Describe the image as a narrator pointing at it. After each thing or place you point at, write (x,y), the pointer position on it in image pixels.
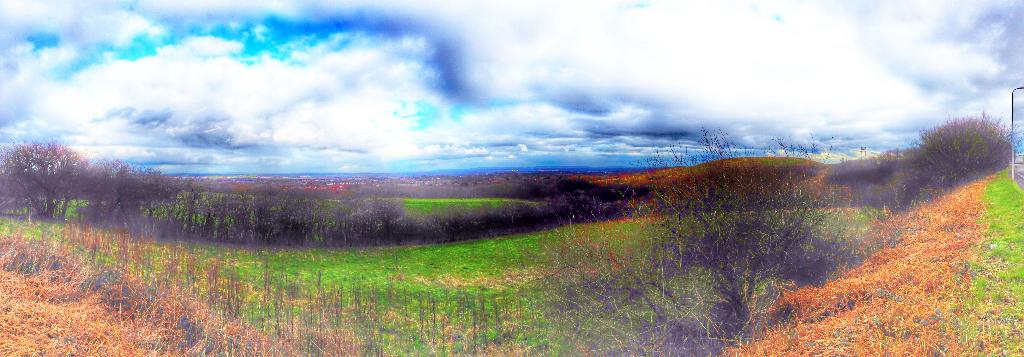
In this image at the bottom (523,283) there are plants (405,306), grass (374,288), trees (757,204). At the top (391,82) there are hills (776,185), sky (529,159) and clouds (490,83).
